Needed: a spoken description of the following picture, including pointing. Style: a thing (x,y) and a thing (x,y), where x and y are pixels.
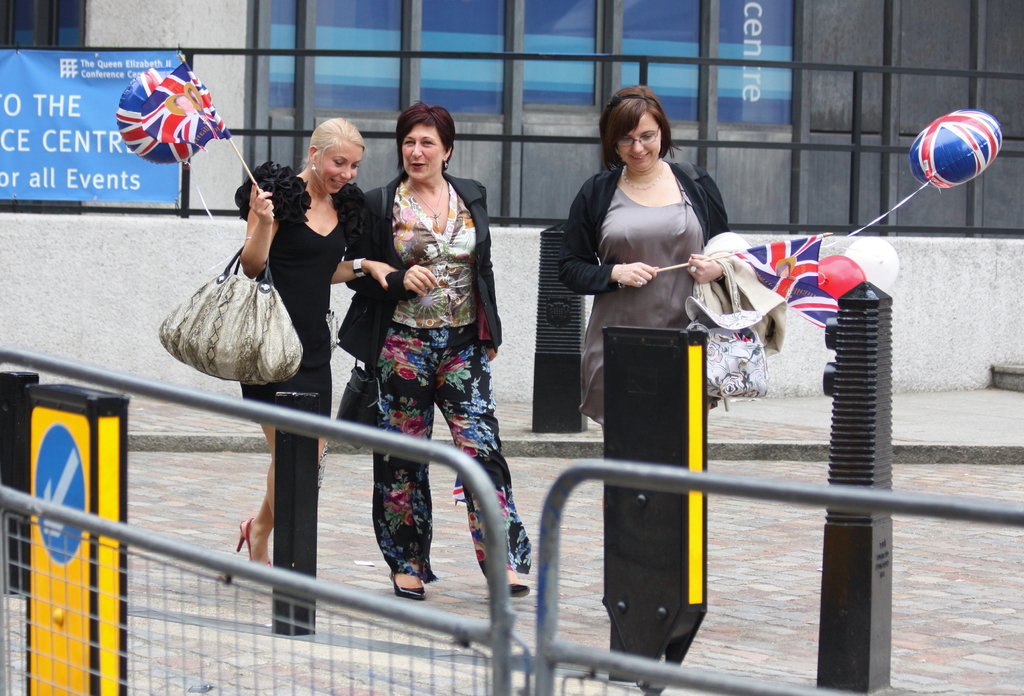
In the image there are three woman (450,356) stood and smiling. The left side woman (317,262) with black dress (280,253) has a flag (203,111) in her right hand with a handbag (208,328). It seems to be on road (158,459). The background (912,59) there is a building (760,34) with many glass windows (446,69) and in the front (457,646) there is a railing (672,671).
